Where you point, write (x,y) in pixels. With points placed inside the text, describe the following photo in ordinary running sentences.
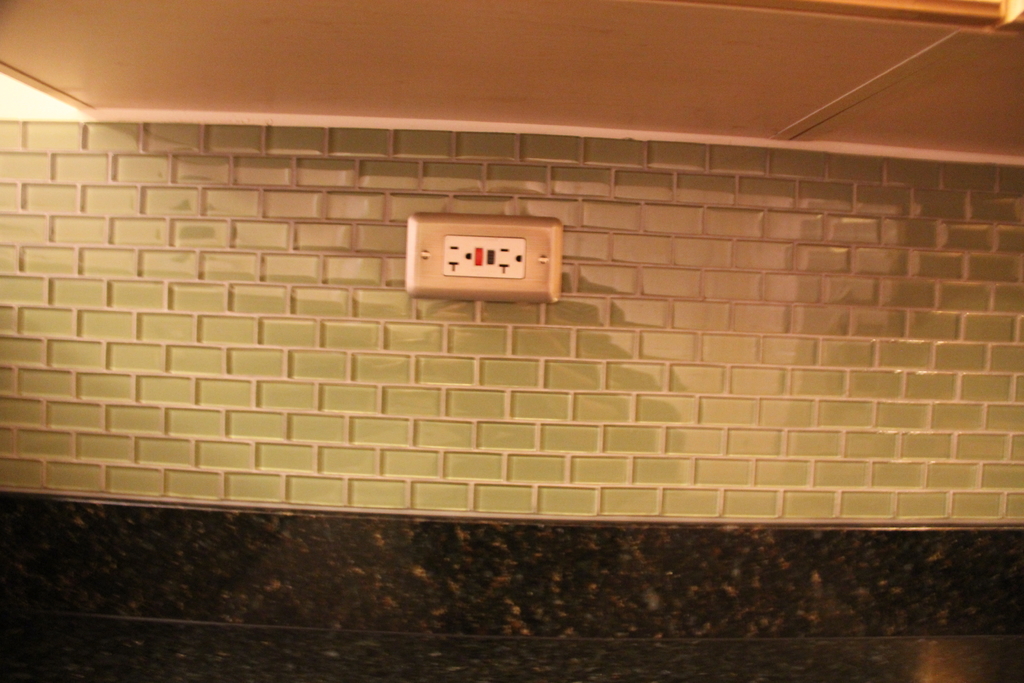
In this image I can see a socket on the wall (690,322).
